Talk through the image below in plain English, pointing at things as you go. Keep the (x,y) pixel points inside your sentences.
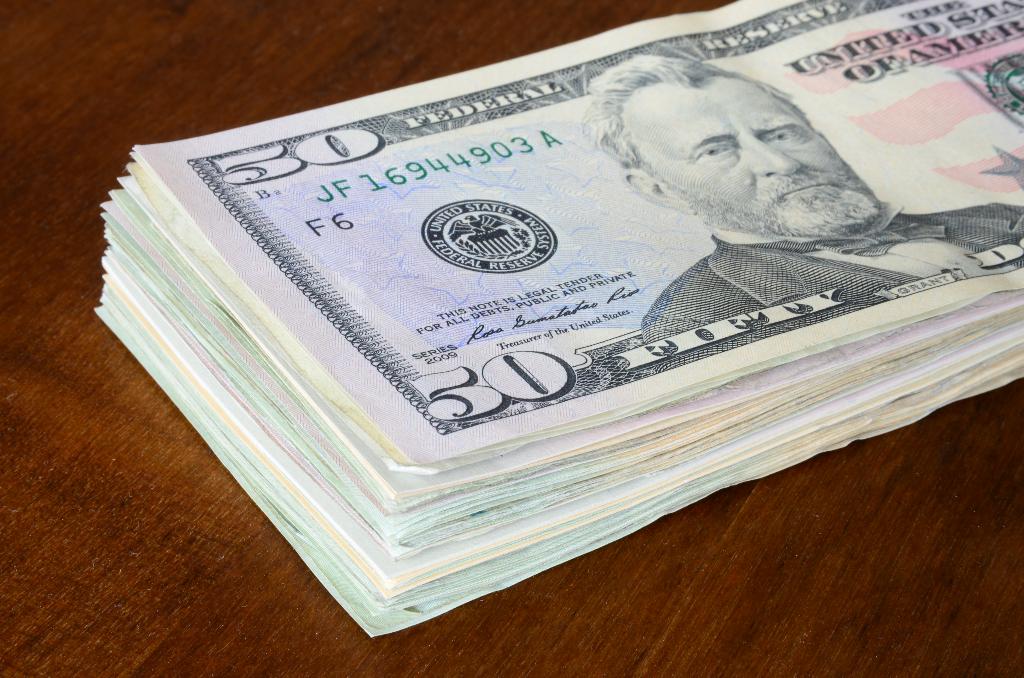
In this image, we can see a bunch of currency (444,275) on the wooden surface (812,646).
